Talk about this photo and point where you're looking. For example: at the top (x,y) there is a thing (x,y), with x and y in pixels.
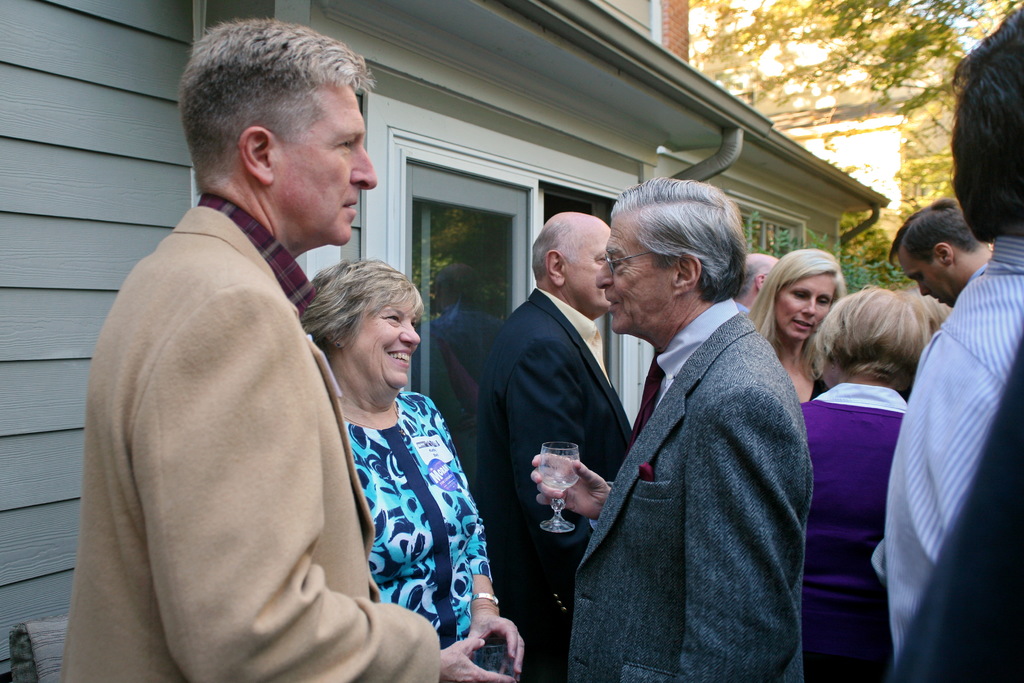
In this image few people (581,562) are standing. Middle of the image (655,384) there is a person (672,495) holding a glass (556,455) in his hand (571,495). Before him there is a woman (446,546). Background (923,137) there are few buildings (842,131) and trees (927,92).
